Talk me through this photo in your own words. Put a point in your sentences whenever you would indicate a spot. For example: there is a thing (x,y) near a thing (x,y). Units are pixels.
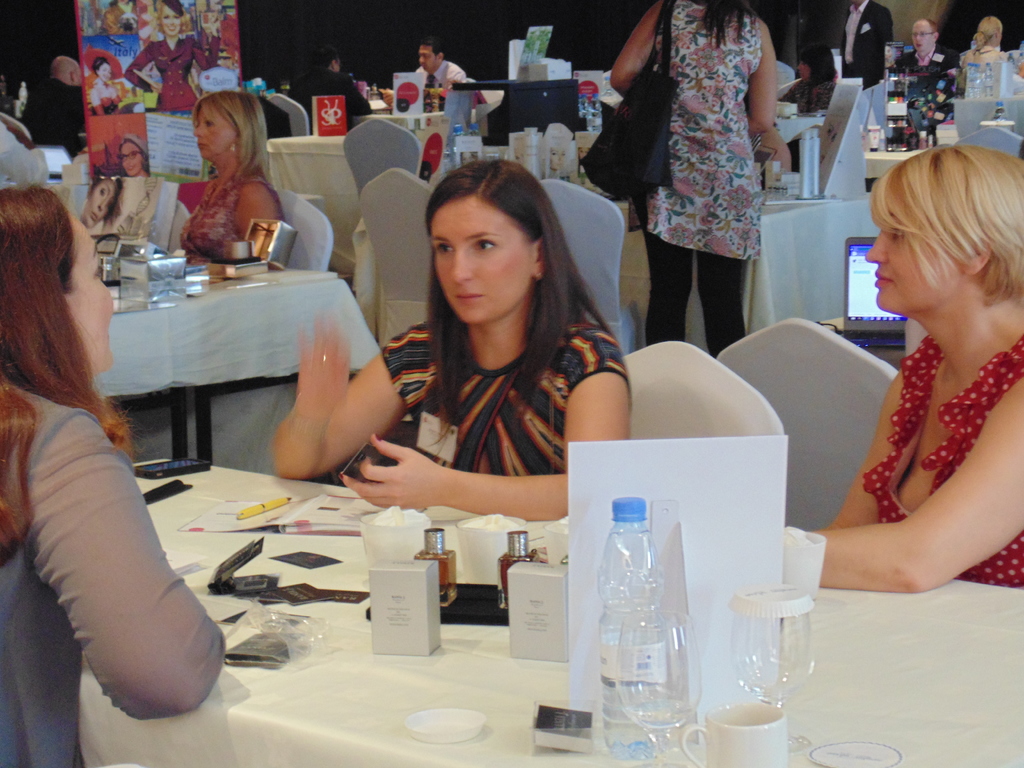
This picture is taken from an exhibition. In this picture there are many people (940,285). In this picture there are many tables (298,481), chairs (556,186), water bottles (622,552), glasses (756,651). On the top left (160,58) there is a hoarding (106,87).
